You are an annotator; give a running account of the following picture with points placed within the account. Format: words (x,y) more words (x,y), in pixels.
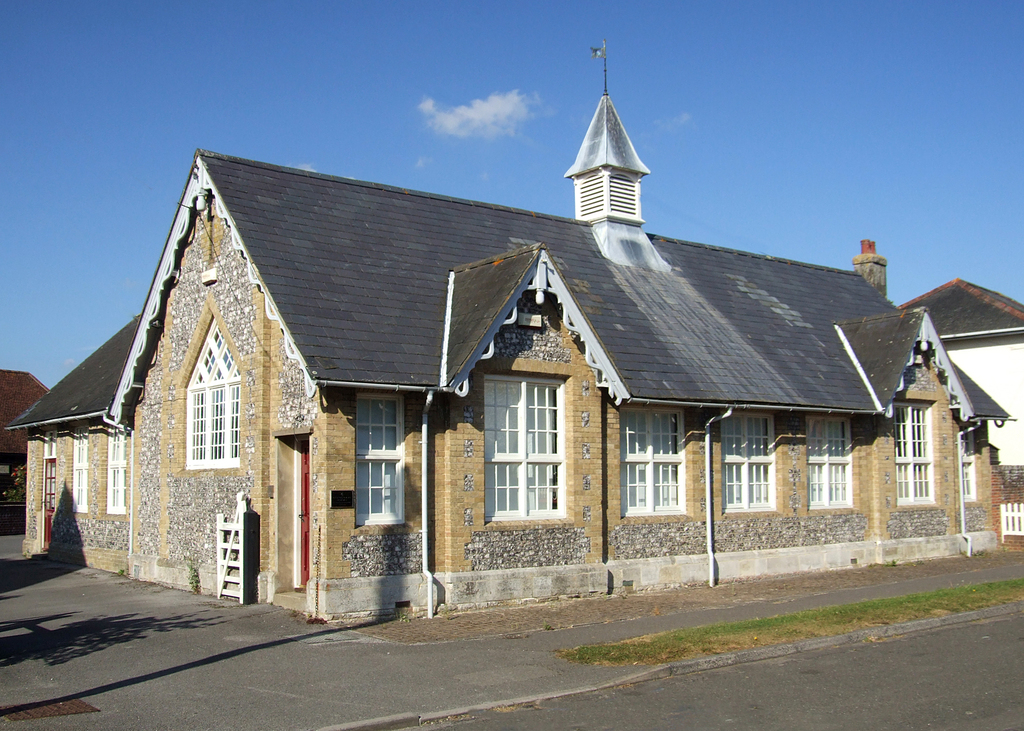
This image is taken outdoors. At the top of the image (121,121) there is a sky (472,101) with clouds (500,109). At the bottom of the image (457,634) there is a road (748,664) and a sidewalk (497,647). In the middle of the image (464,413) there are a few houses (851,493) with walls (158,459), windows (193,441), doors (305,558) and roofs (802,314).
